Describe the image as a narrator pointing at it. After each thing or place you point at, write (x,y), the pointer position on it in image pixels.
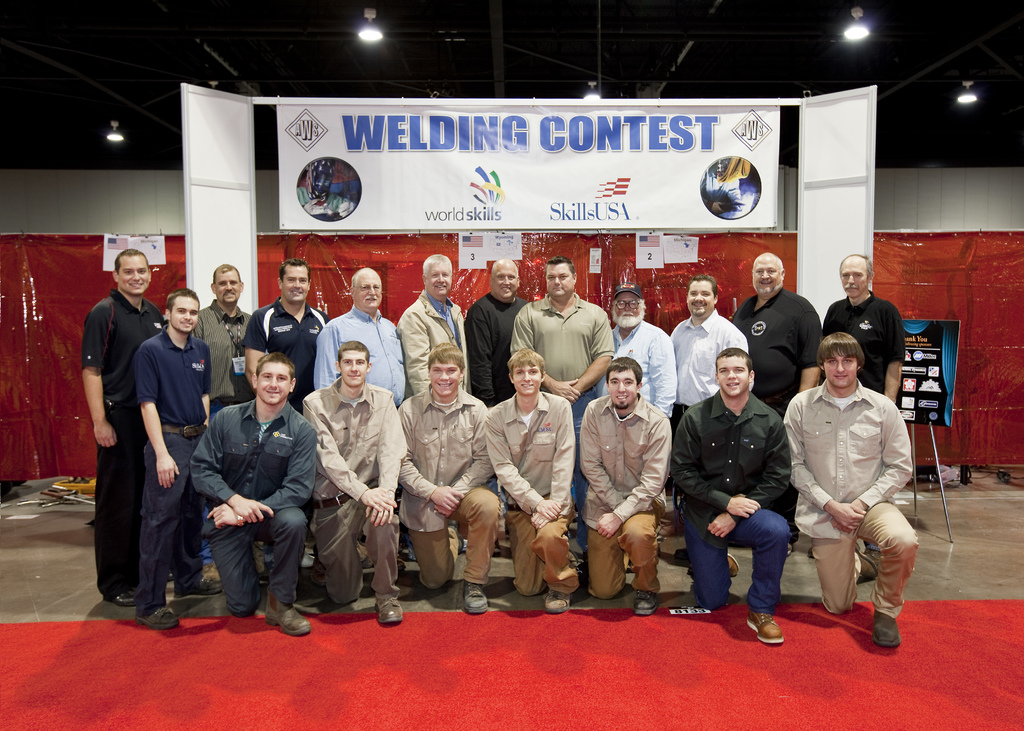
In this image we can see persons (344,444) standing on the floor (204,597). In the background (395,152) there are iron grills (446,56), electric lights (846,36), advertisement boards (315,137) and a carpet (384,637).
